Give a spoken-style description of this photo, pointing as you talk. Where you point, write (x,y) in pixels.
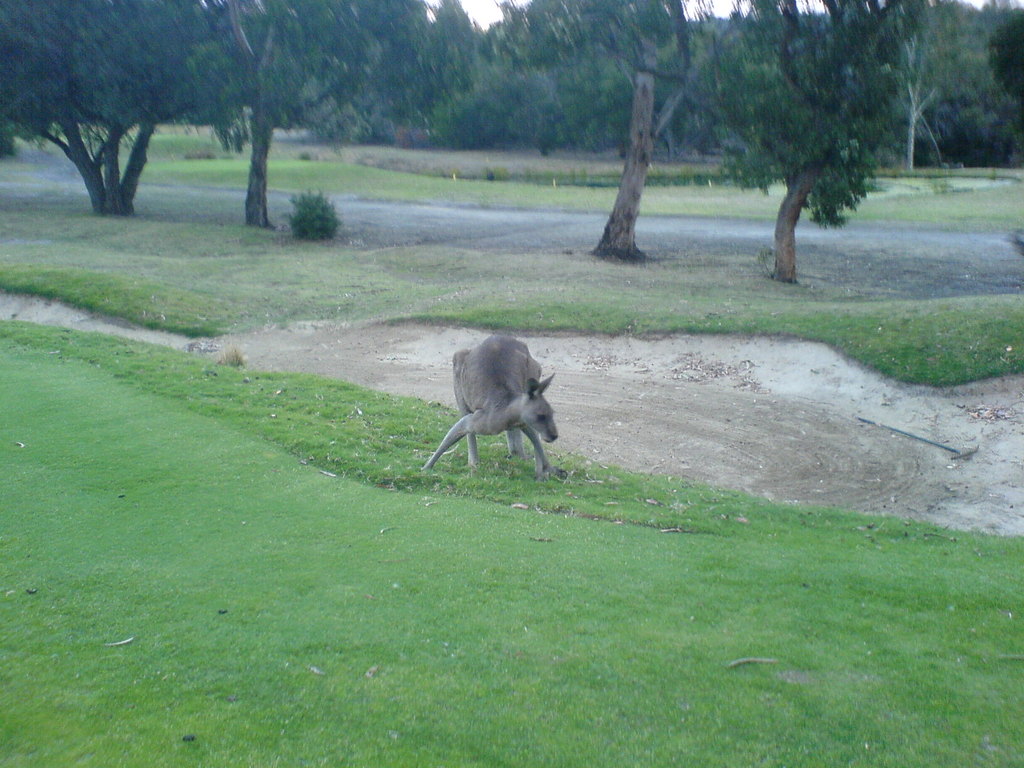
In the center of the image (509,410) there is a animal (499,391) on the ground (471,516). In the background (117,231) we can see trees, grass (972,215) and sky (486,12).
